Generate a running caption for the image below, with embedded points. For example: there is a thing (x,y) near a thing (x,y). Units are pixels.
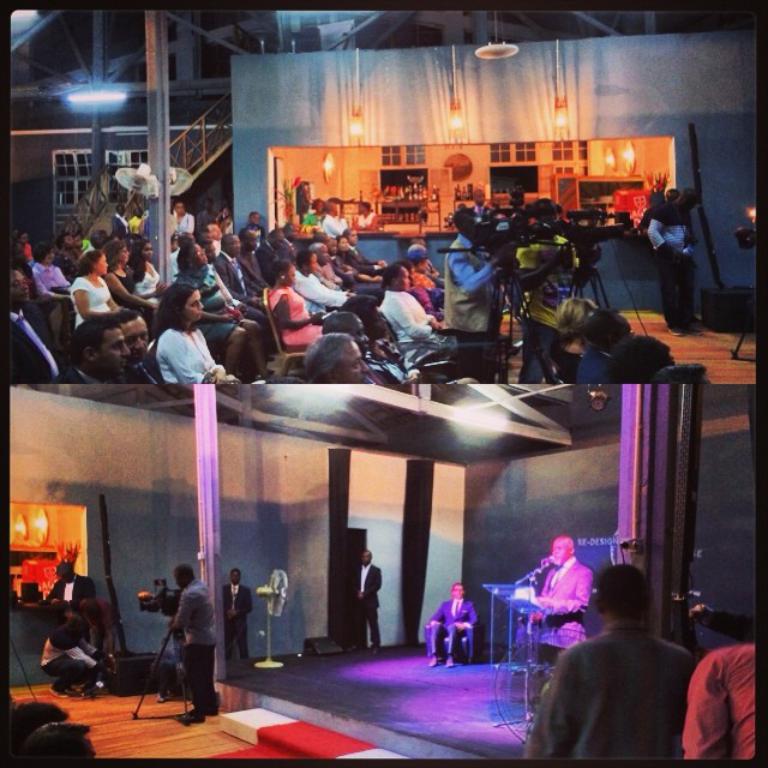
This picture is a collage picture. At the top of the image (336,249) there are group of people (356,250) sitting on chairs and there is a person (452,316) standing and holding the camera (491,251). At the back (55,180) there are windows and there are bottles (385,195) in the cupboard (555,188). At the bottom of the image (569,584) there is a person (588,577) standing behind the podium (512,671) and there is a person (474,631) sitting and there are group of people (701,735) standing. At the top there are lights (496,422).
